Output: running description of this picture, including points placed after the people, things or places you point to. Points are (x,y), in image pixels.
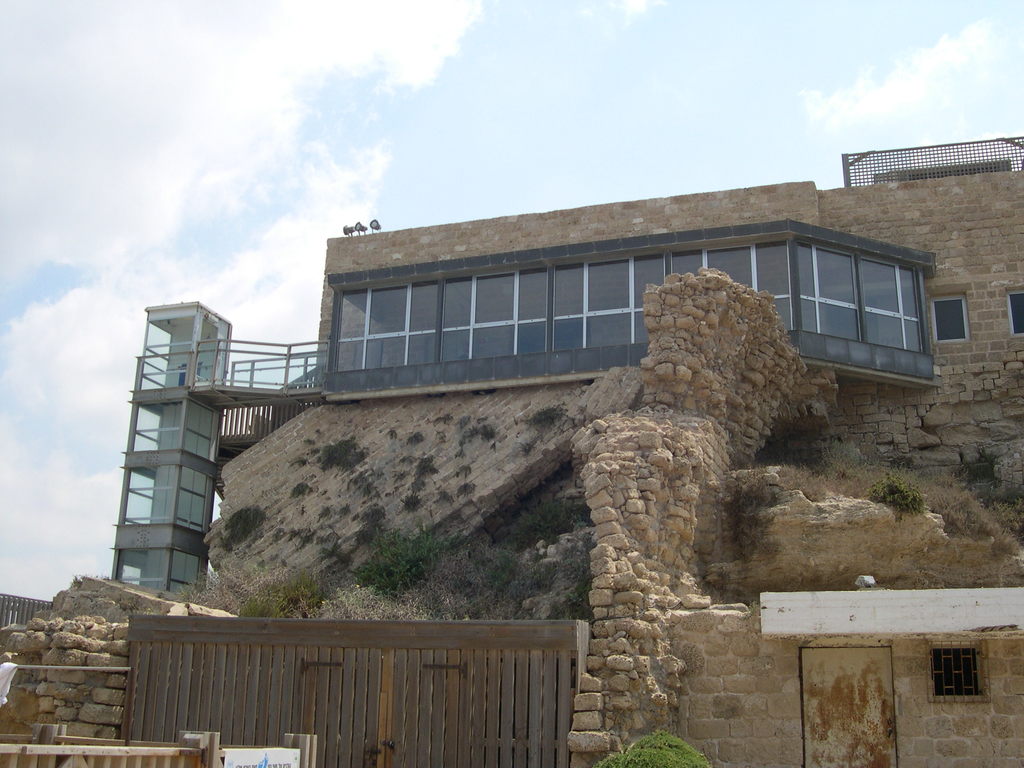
In the center of the image (624,263) there is building (743,244). There is a wooden gate (462,703) at the bottom of the image (520,717). There is a plant (654,740). At the top of the image (615,95) there is sky (535,34) and clouds (102,76).
